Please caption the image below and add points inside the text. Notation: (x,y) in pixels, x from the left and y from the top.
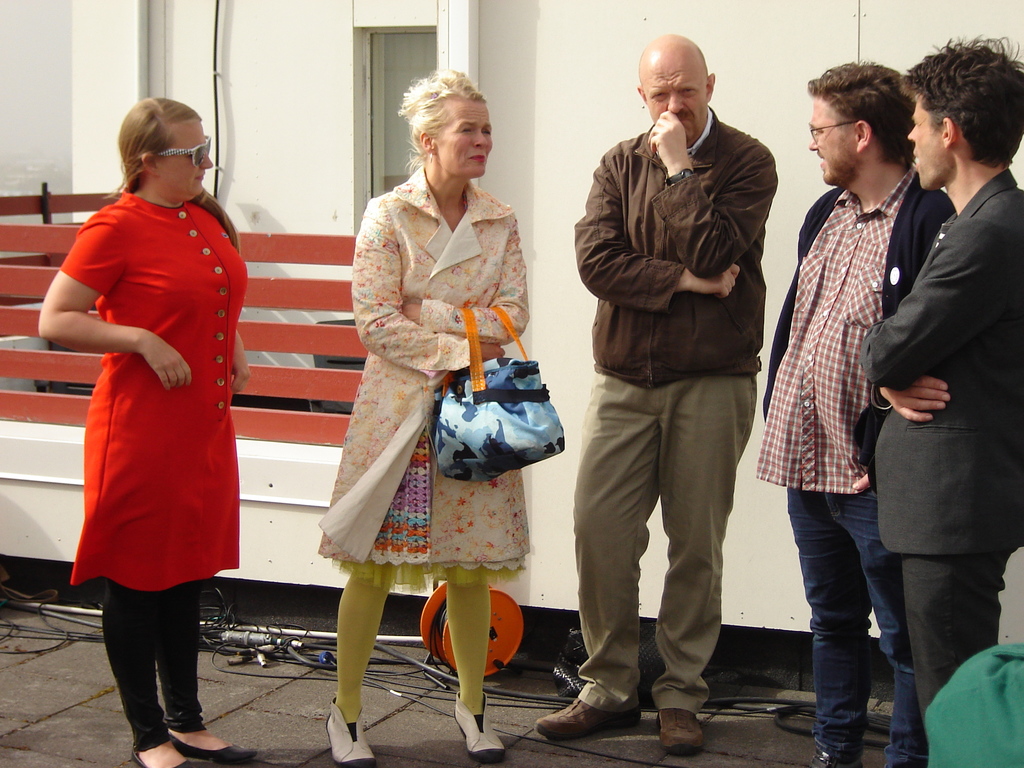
In the picture I can see a few persons (982,599) standing on the floor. I can see a woman (491,212) in the middle of the image (445,395) is carrying a bag (487,387) and looks like she is speaking to man (821,307) on the right side (840,321). I can see the wire rollers (429,627) on the floor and there is a wooden fence (258,329) on the left side (267,343).
